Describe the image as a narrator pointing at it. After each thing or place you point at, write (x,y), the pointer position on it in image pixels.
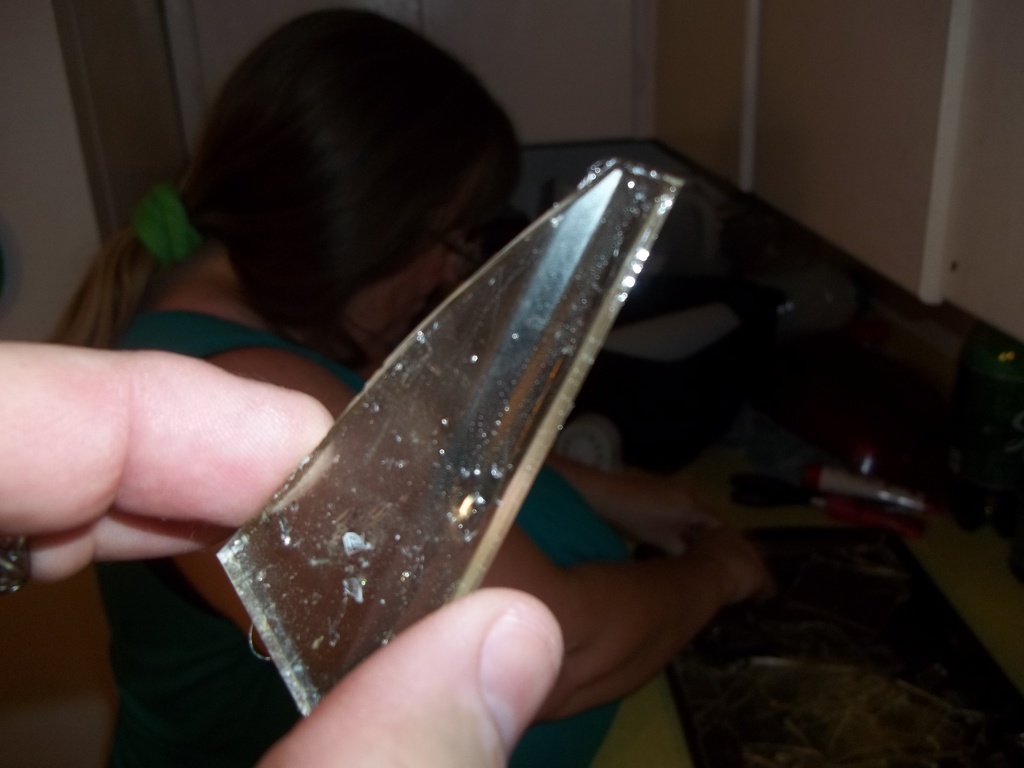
In this image we can see a person (434,236) and a person hand (310,739) holding a piece of glass (495,391) and few objects (665,319) inside the room (935,158).
